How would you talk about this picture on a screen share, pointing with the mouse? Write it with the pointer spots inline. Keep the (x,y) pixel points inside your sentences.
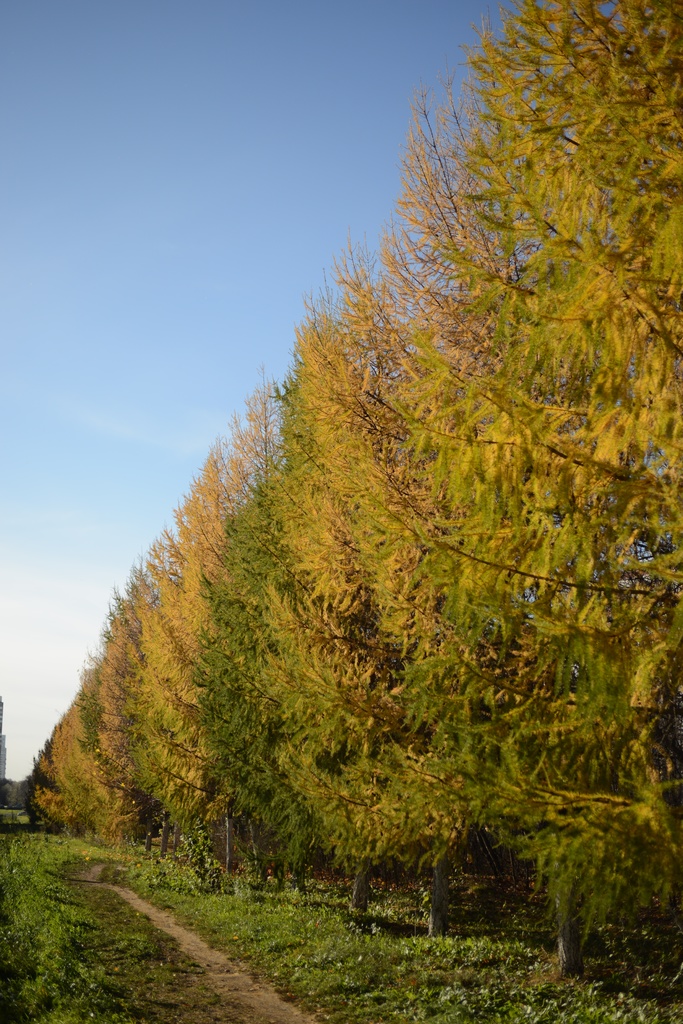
In this picture we can see some grass (139,966) on the ground (216,969). There is a path (270,1010). We can see few trees (632,267) on the right side (587,728). Sky (237,340) is blue in color.
